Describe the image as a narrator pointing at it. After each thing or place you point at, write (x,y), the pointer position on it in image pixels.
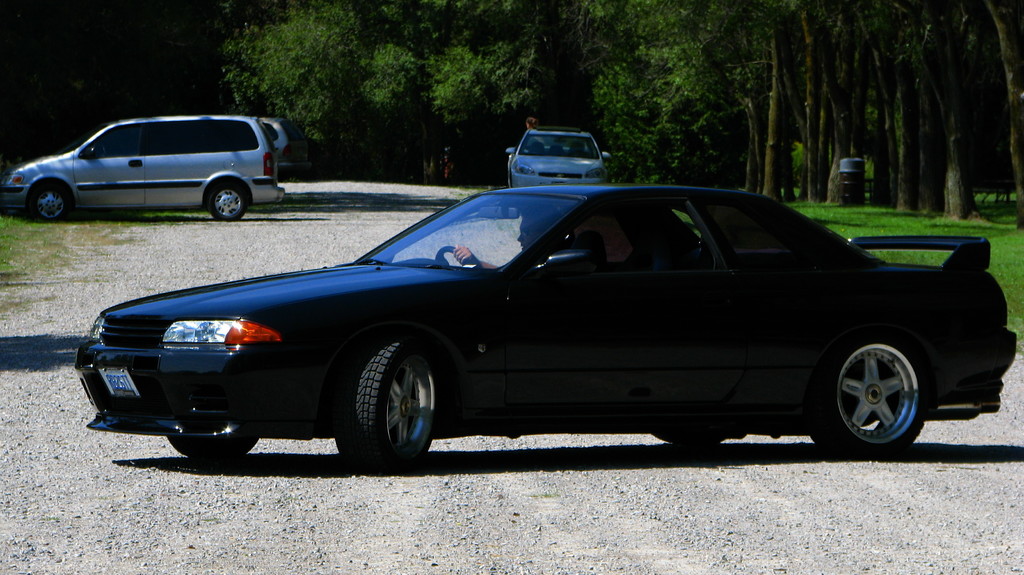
In this image in the center (410,357) there is a car (544,358) which is black in colour with the persons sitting inside it. In the background (488,161) there are cars (194,166), trees (641,106) and there's grass (879,252) on the ground (1002,257).
